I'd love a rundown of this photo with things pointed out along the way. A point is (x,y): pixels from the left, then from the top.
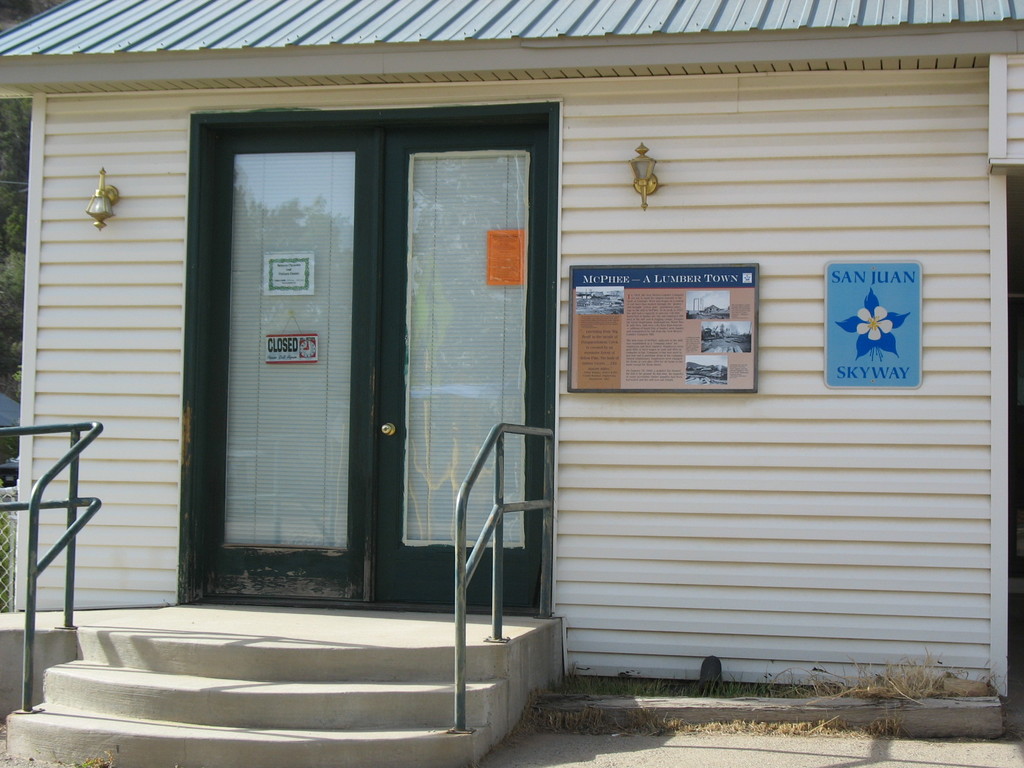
In the center of the image (518,451), we can see a shed (316,403) and there are doors (392,320) and we can see some posters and boards (733,273) on the wall (157,445) and there are stairs (144,652) and railings (6,506) and we can see a mesh (6,534) and some trees (20,293).
